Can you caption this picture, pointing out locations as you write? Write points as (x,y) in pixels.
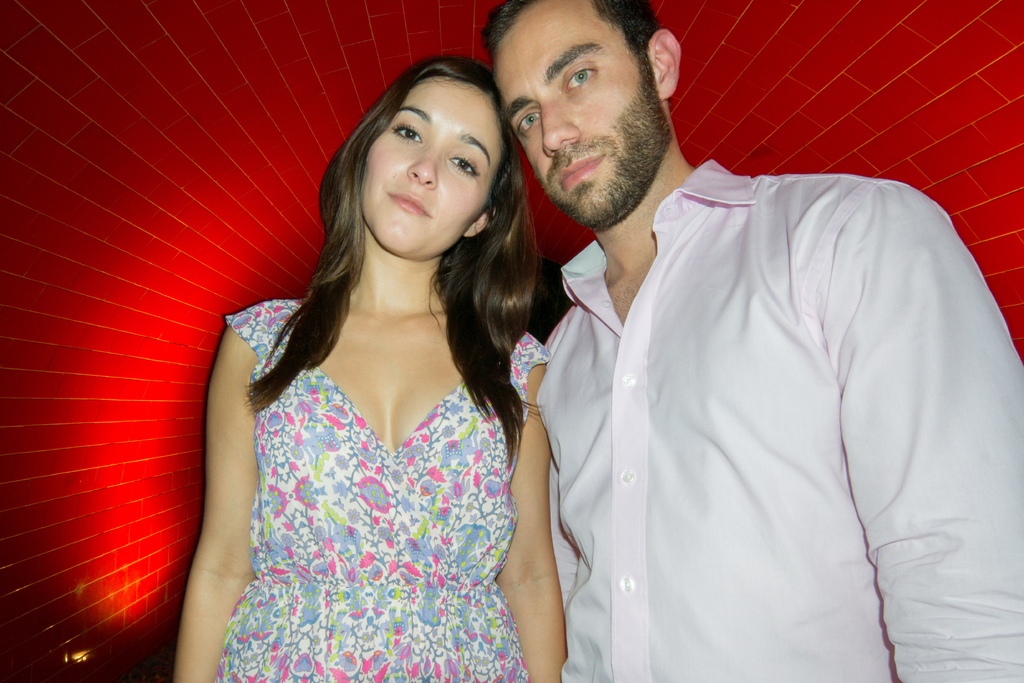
In this image we can see a man (597,338) and a woman (488,214) standing.
